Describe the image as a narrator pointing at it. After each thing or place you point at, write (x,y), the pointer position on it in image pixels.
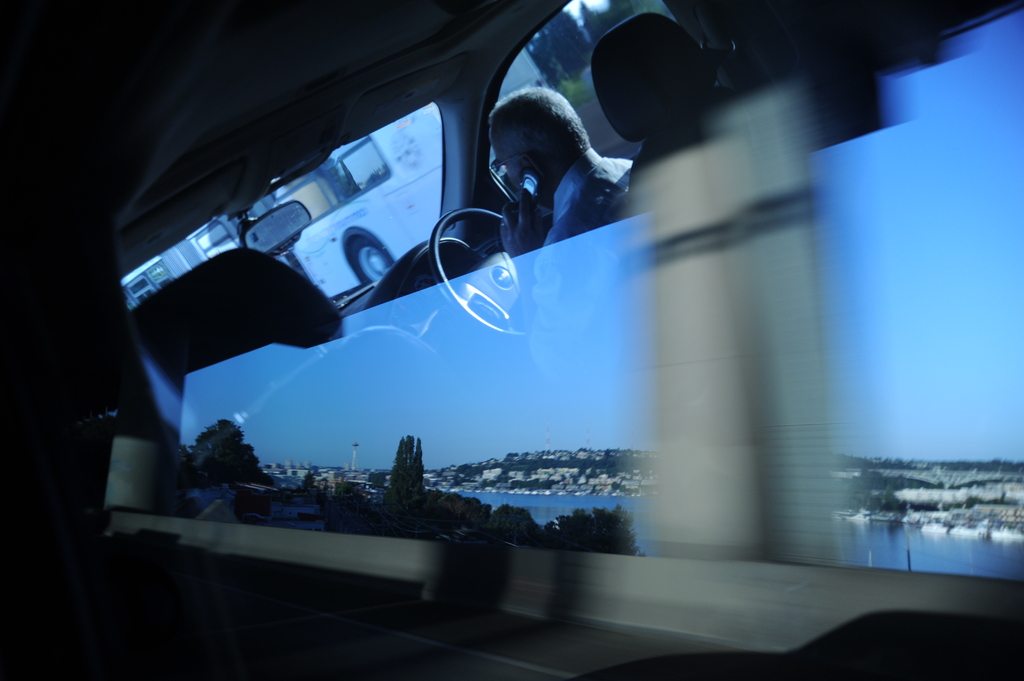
In this image we can see a person (602,199) holding a mobile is sitting inside a vehicle (165,352) and a bus (420,190) is parked on the ground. In the foreground of the image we can see some pillars (713,554), group of trees (554,539), water (504,503) and a hill (569,484). In the background (913,302), we can see the sky (912,286).
